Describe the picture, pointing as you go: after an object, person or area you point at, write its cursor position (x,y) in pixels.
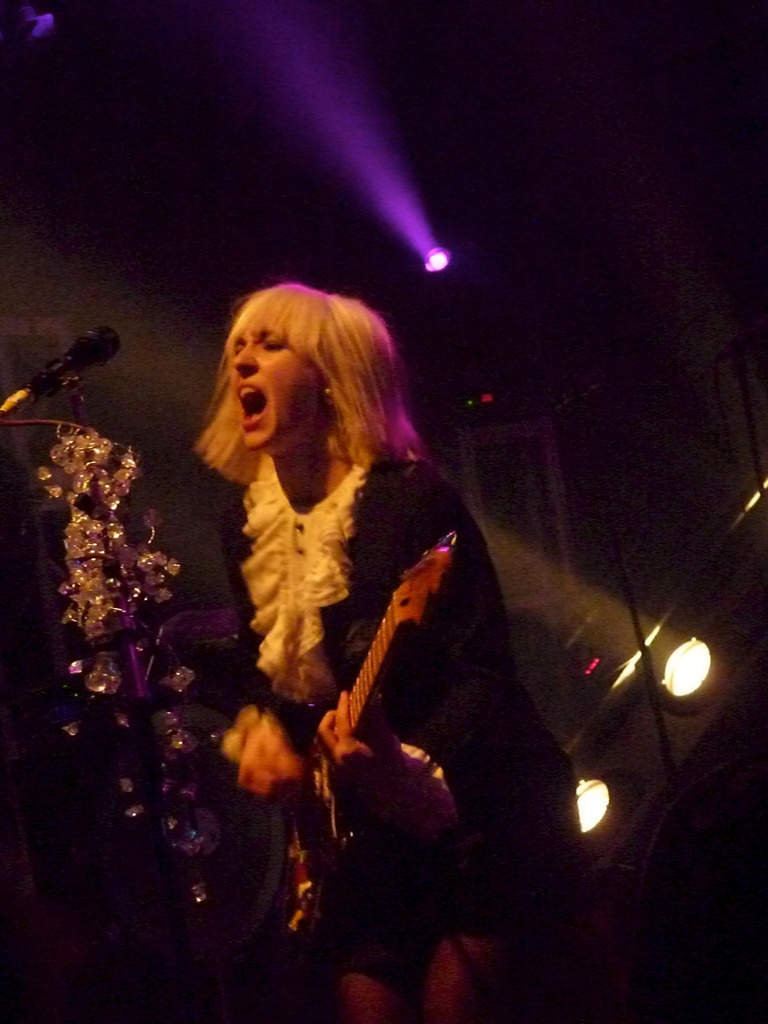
This picture shows a woman (374,373) singing with the help of a microphone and playing a guitar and we see few lights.
